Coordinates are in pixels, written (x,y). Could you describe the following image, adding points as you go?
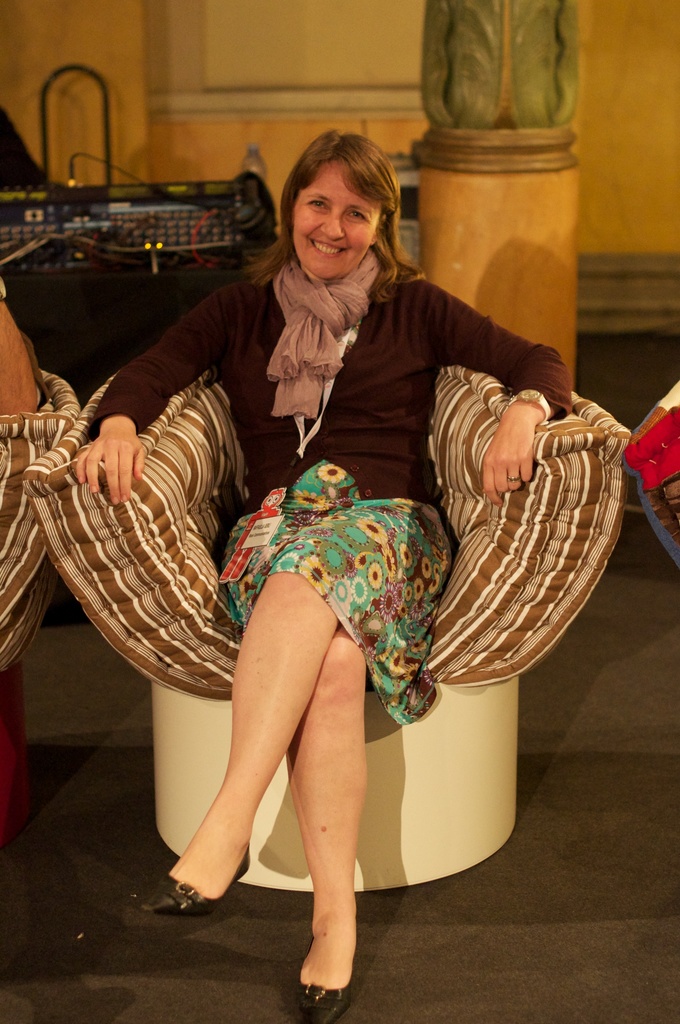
In the center of the image (321,590) we can see a person (337,597) is sitting on the chair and she is smiling. On the left side of the image (20,549) we can see one chair (1,552) and the hand (13,379) of a person (14,391). On the right side of the image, we can see an object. In the background (340,129) there is a wall (587,163), pillar (517,225) and a few other objects (17,154).
